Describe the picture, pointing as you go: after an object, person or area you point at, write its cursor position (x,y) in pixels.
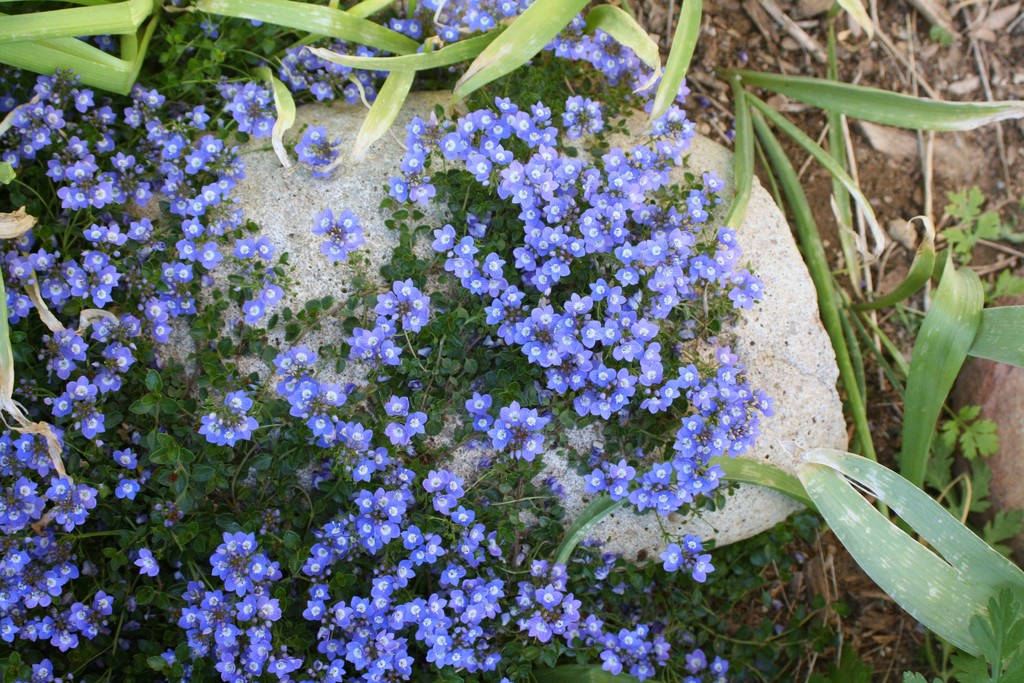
In this image we can see a bunch of flowers (274,295) to a plant (306,450). We can also see a stone (568,486).
